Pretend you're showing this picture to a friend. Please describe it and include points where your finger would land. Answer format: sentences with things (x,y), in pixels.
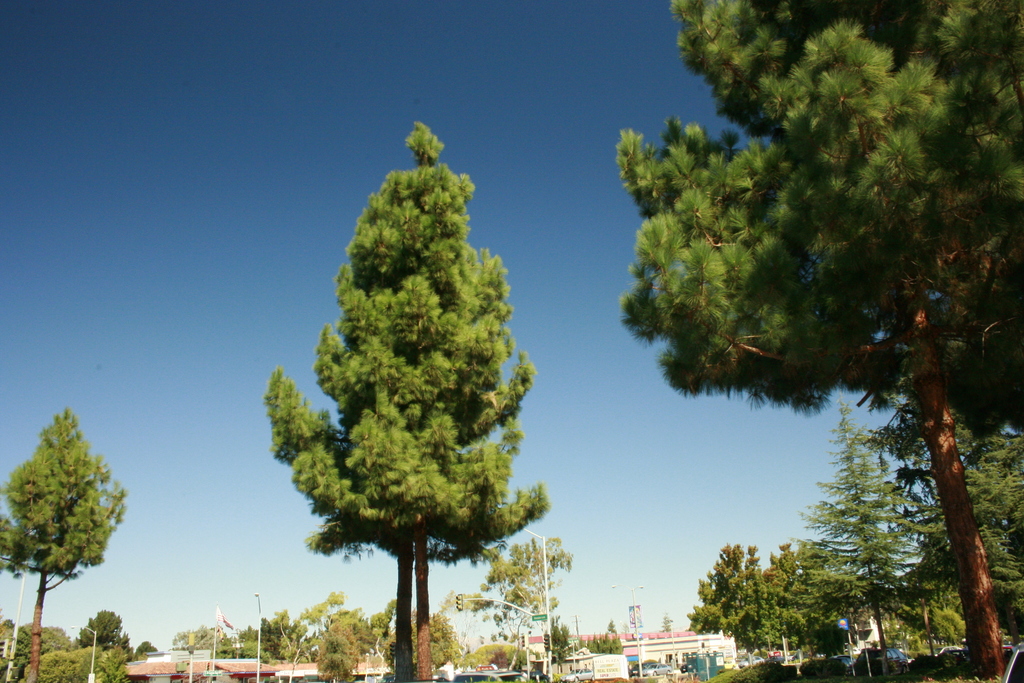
In this image there are some building (623,650) on the bottom of this image (658,648) and there are some trees (519,525) in the background (447,478). There is a sky (275,263) on the top of this image (449,141).
